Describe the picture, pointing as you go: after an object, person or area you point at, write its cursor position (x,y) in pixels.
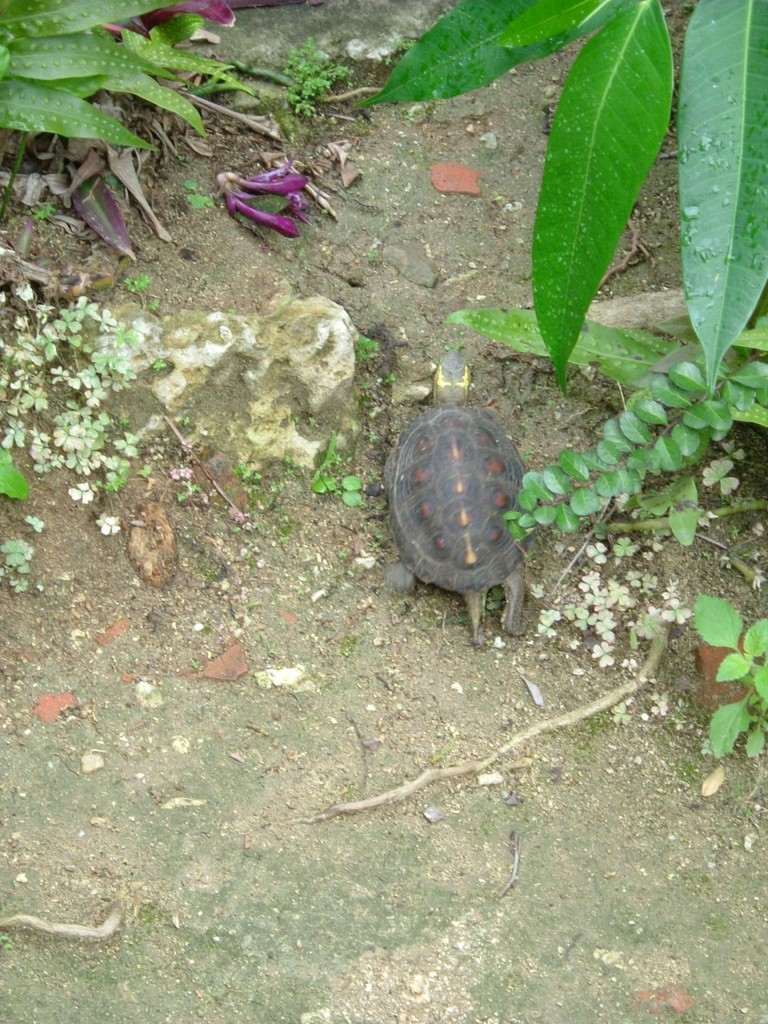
This image contains a tortoise (464,503) on the land (476,281). There are few flowers (284,185), leaves (313,70) and plants (144,148) are on the land (454,693). Right top there are few leaves (726,66).
